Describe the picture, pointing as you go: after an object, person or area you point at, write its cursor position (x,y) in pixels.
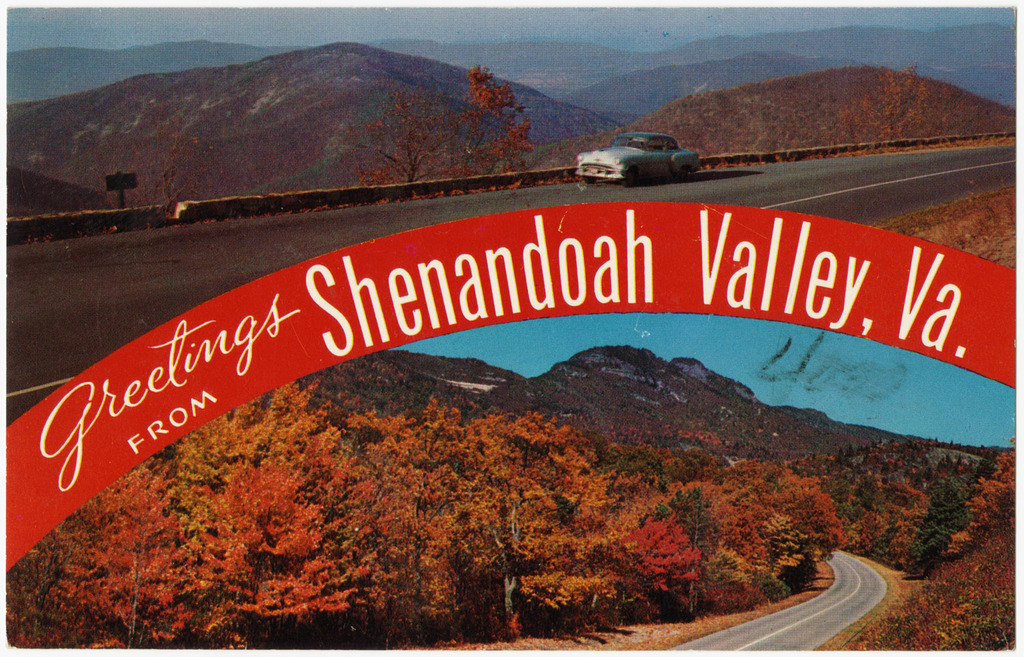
In this image I can see two collage photos where I can see number of trees (535,495), mountains (881,472), roads (852,606) and the sky (742,345). On the top side of this image (685,157) I can see a car (598,165) on the road (682,186) and in the centre (649,259) I can see something is written.
